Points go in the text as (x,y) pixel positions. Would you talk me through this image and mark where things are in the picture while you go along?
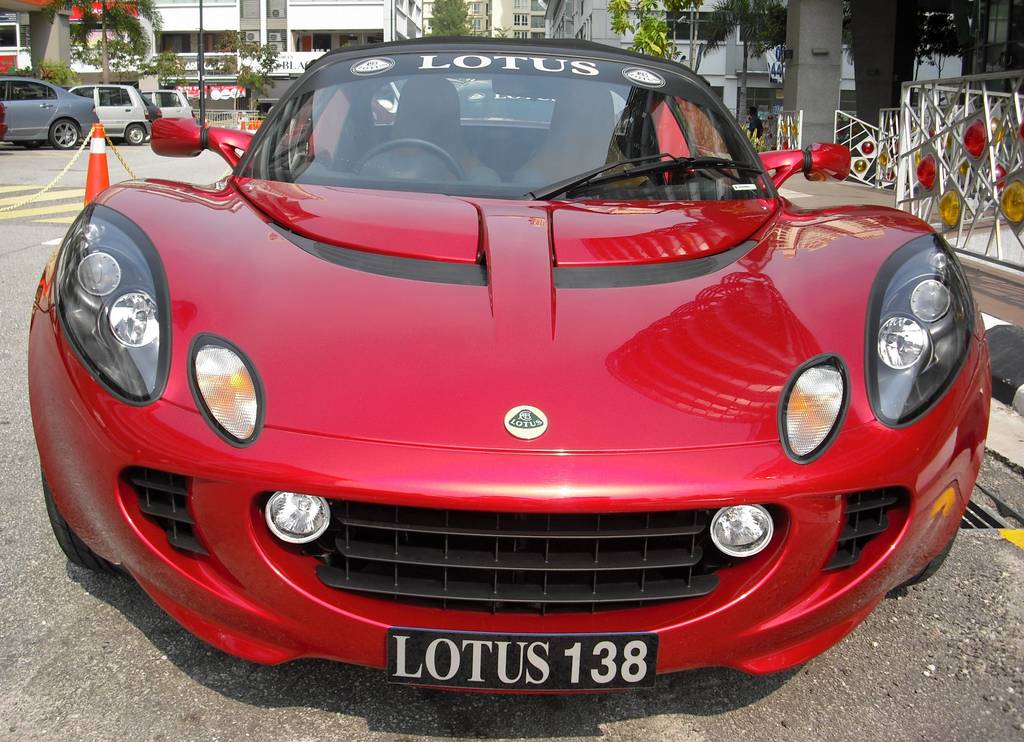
In this image there are cars (276,195) on a road (935,611), in the right (908,159) there are iron rods (900,138), in the background (533,19) there are trees (111,41) and buildings (65,11).
